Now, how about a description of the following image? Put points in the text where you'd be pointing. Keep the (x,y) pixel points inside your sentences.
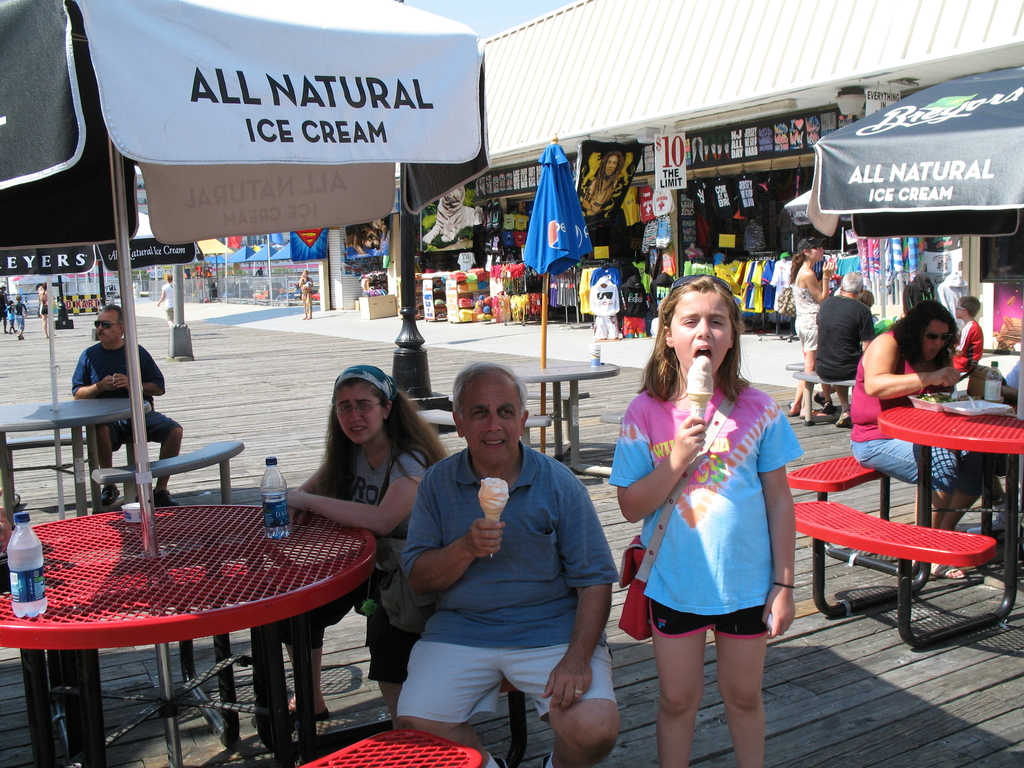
In this image few people (489,570) are sitting on the bench (470,767). On the table (290,602) there is a water bottle (286,499). The girl (681,428) is wearing a bag (718,417) and eating ice-cream (701,398). At the back side (621,253) there are stores (498,252).
